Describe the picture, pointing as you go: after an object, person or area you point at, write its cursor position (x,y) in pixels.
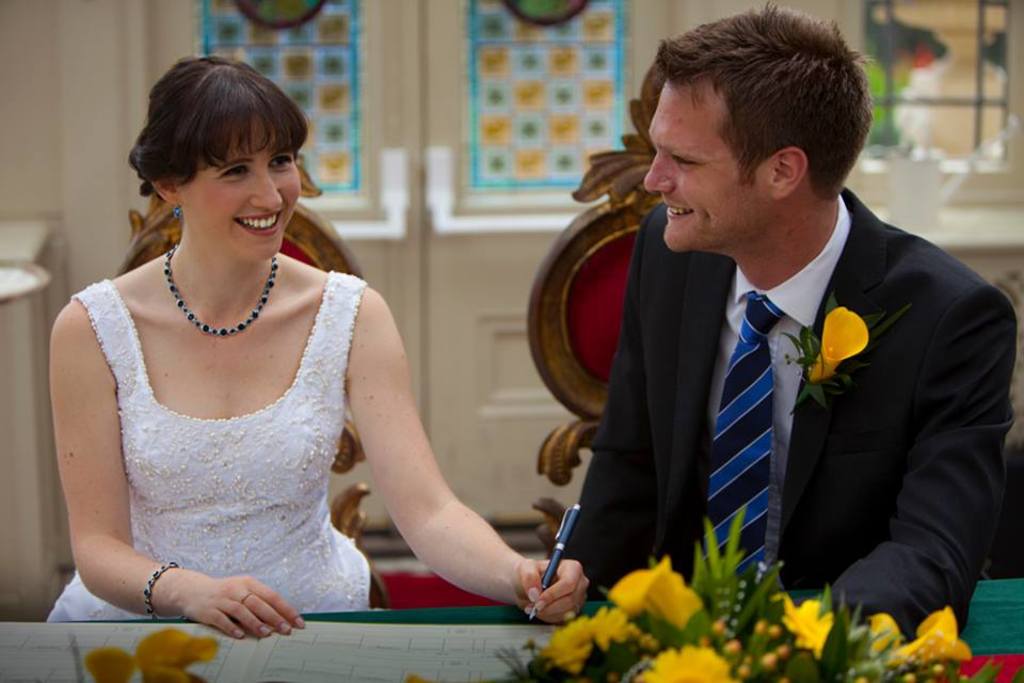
In the image we can see a man (683,438) and a woman (293,449) sitting, wearing clothes (302,499) and they are smiling. The woman (286,372) is wearing a bracelet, neck chain (186,307), earrings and she is holding a pen (572,527) in her hand (537,594). Here we can see flower bouquet (685,632) and the background (573,13) is slightly blurred.
